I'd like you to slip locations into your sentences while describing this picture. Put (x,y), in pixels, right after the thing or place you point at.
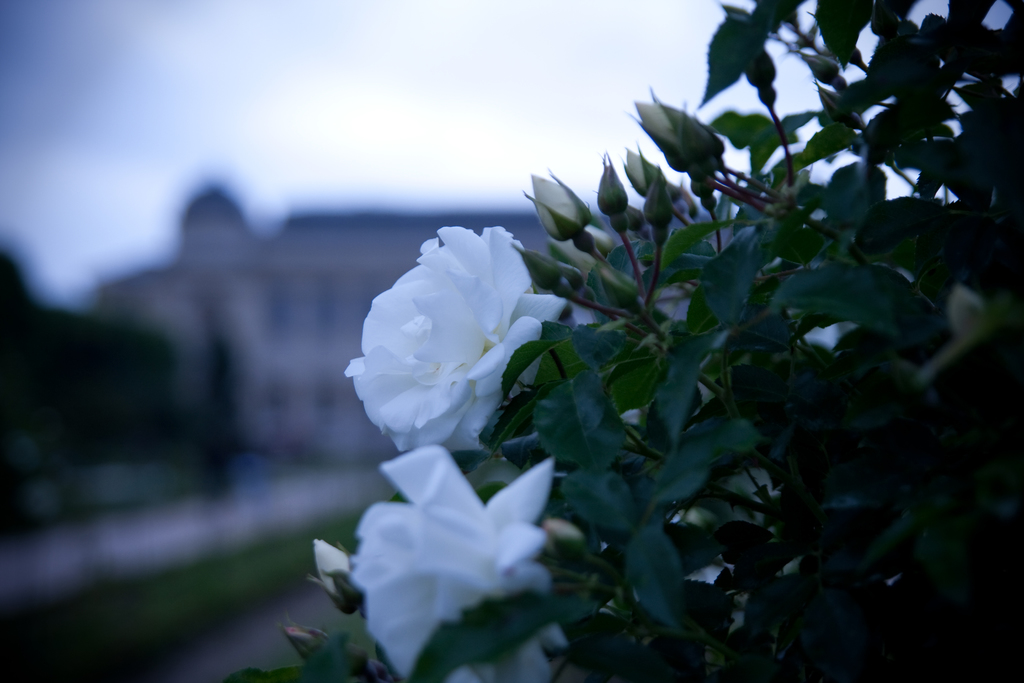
In the image we can see some plants (697,406) with flowers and buds (669,155) and the image in the background (223,342) is blurred.
